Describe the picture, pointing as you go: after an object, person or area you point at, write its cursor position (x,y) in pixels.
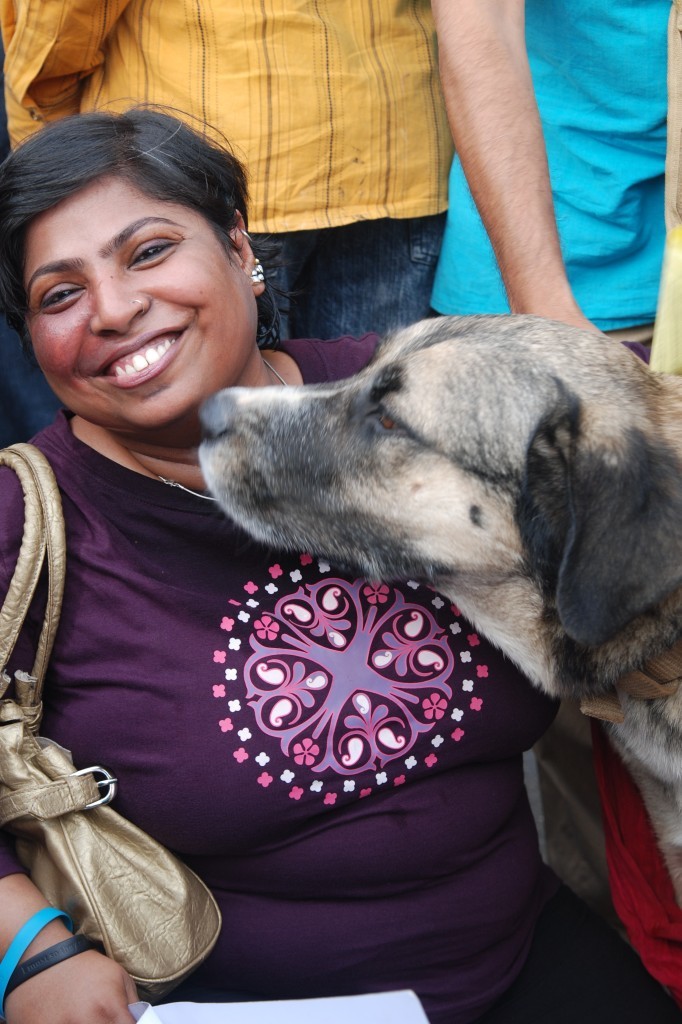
On the left side of the image (192,489) there is a woman (188,806) smiling. On the right (574,340) there is a dog (564,530). In the background (401,77) there are people (472,59) standing.
